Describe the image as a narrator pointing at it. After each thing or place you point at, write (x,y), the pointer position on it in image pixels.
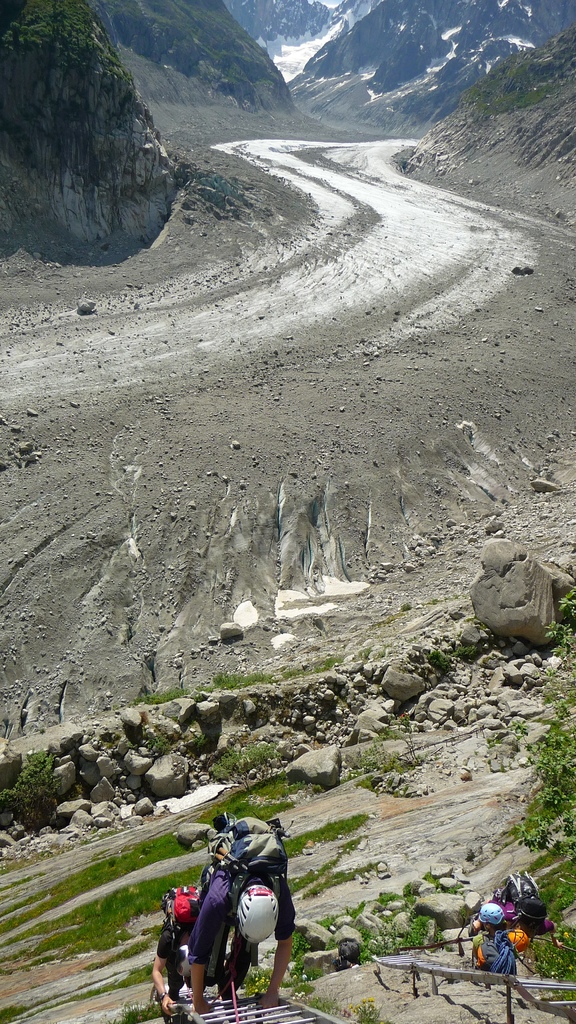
There are people (230,821) climbing on the ladders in the foreground area of the image (241,820), there are stones (362,689), grassland (156,849) and mountains (274,50) in the background (309,49).
